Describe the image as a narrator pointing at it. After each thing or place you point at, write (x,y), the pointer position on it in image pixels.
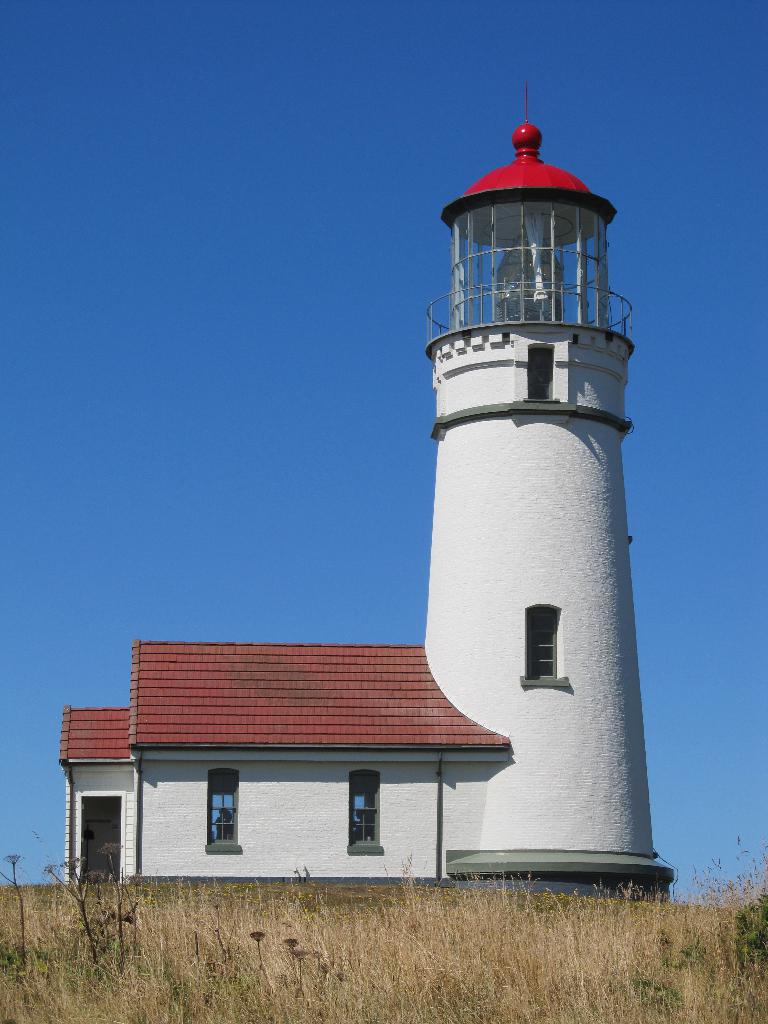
In the center of the image (453,677), we can see a lighthouse (440,681) and at the bottom (345,943), there is ground (359,957) covered with grass (377,912). At the top (307,173), there is sky (225,95).
